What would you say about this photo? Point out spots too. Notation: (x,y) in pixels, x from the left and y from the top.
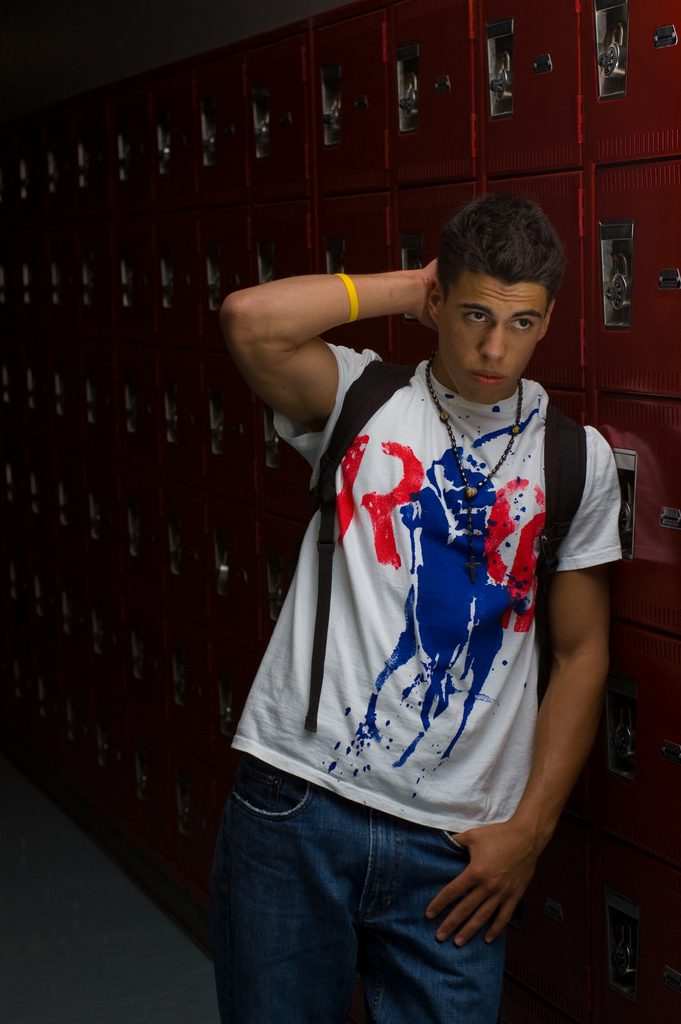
In this image I can see a man (277,877) is standing in the front (417,474) and behind him I can see number of red colour lockers (635,2). I can also see he is wearing white colour t shirt (475,530), jeans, a wristband (351,289), necklace (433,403) and on his t shirt (407,434) I can see something is written. I can also see he is carrying a bag (346,433).
